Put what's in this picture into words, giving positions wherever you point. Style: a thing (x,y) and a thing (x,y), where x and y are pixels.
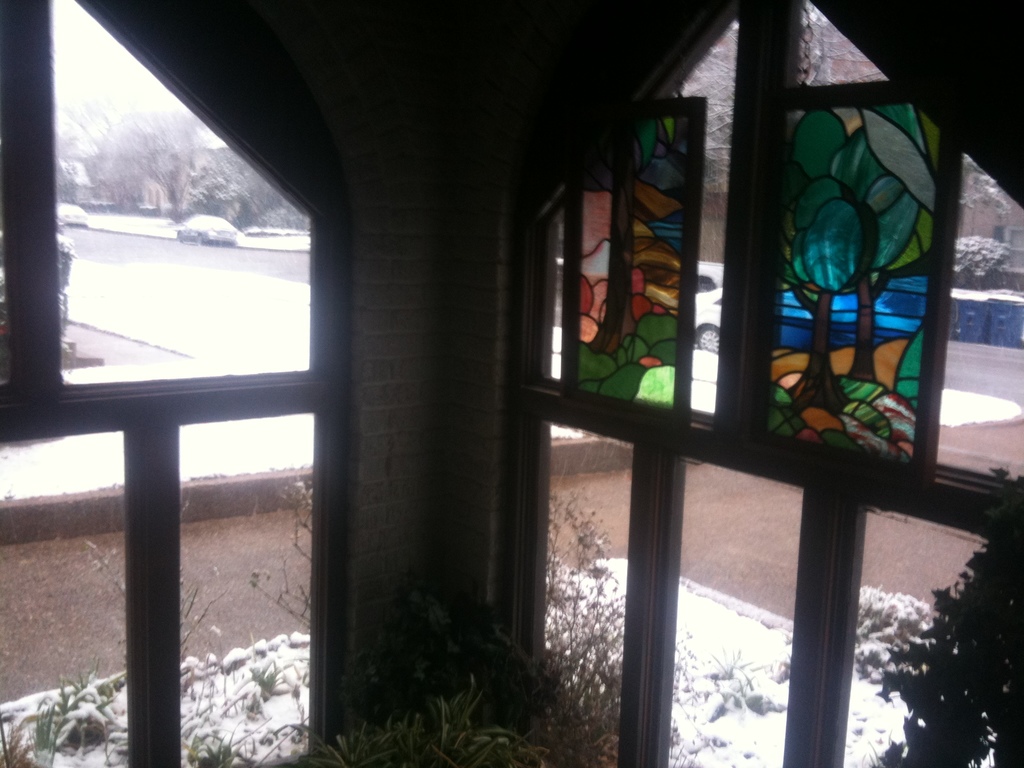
In this image we can see some windows (513,632) and plants (467,652). On the backside (237,212) we can see some trees (193,211) and a pathway (287,267).
